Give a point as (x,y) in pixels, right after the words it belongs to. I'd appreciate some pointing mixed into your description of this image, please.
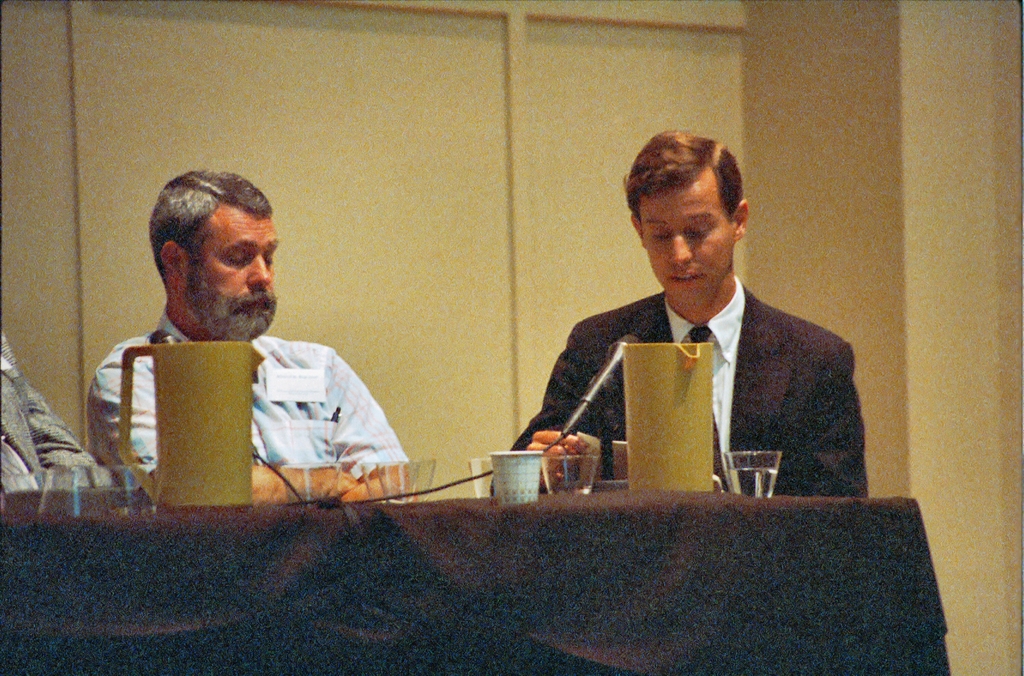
In this image i can see two men (246,309) sitting on a chair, in front (701,421) of a man (727,261) there is a microphone (586,390), a jug (691,434), glasses (589,487) on a table (577,496) at the back ground (457,286) i can see a wall (525,113).
